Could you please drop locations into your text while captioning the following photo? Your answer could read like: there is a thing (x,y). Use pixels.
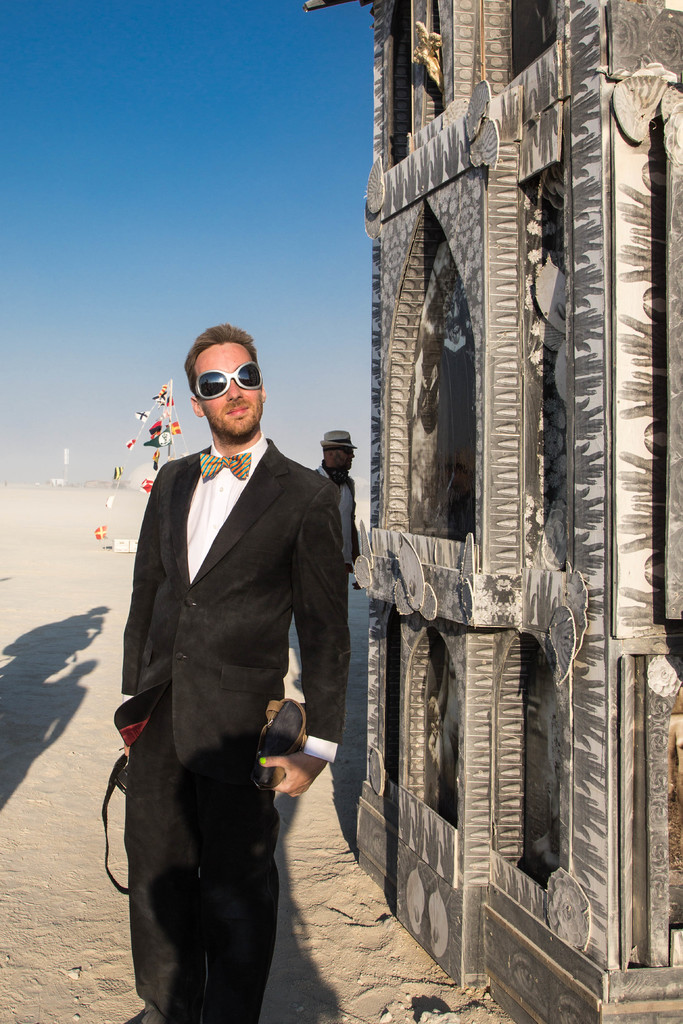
In this image there are people (287,484), wall (600,427), objects (146,413) and blue sky (173,290). In the front of the image (176,457) a person (172,614) is holding objects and wore goggles (232,378).
